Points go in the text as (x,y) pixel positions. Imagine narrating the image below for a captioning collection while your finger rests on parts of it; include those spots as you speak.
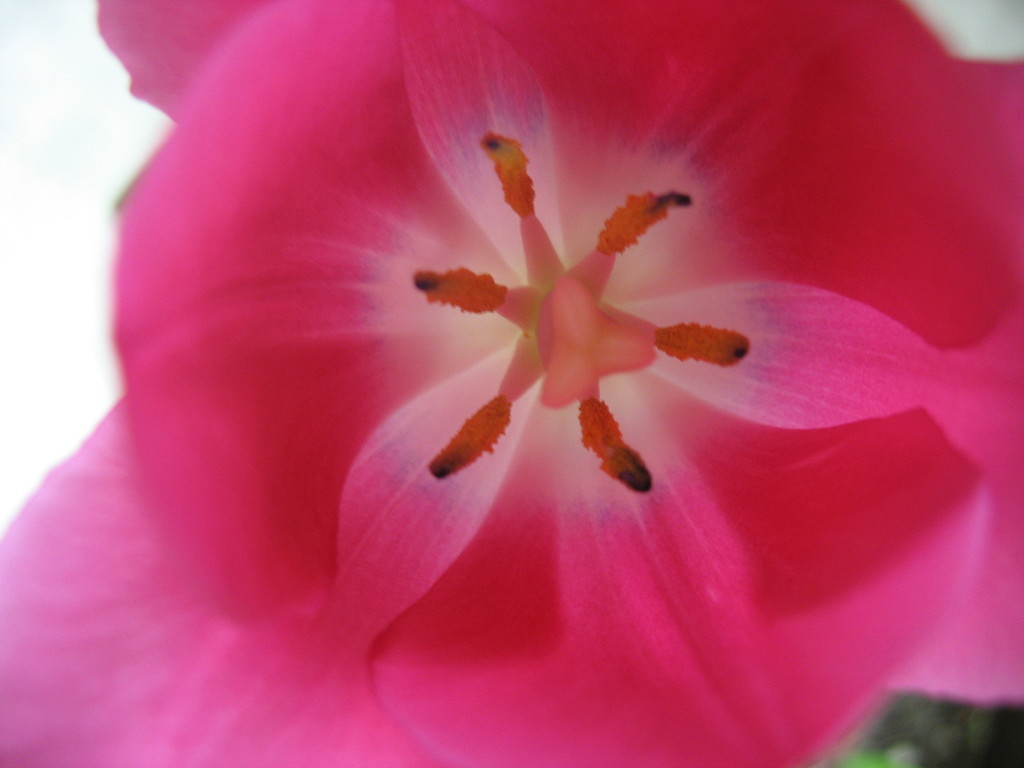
In this picture we can see a pink flower (427,431) and behind the flower (171,370) there is a white background (50,376).
